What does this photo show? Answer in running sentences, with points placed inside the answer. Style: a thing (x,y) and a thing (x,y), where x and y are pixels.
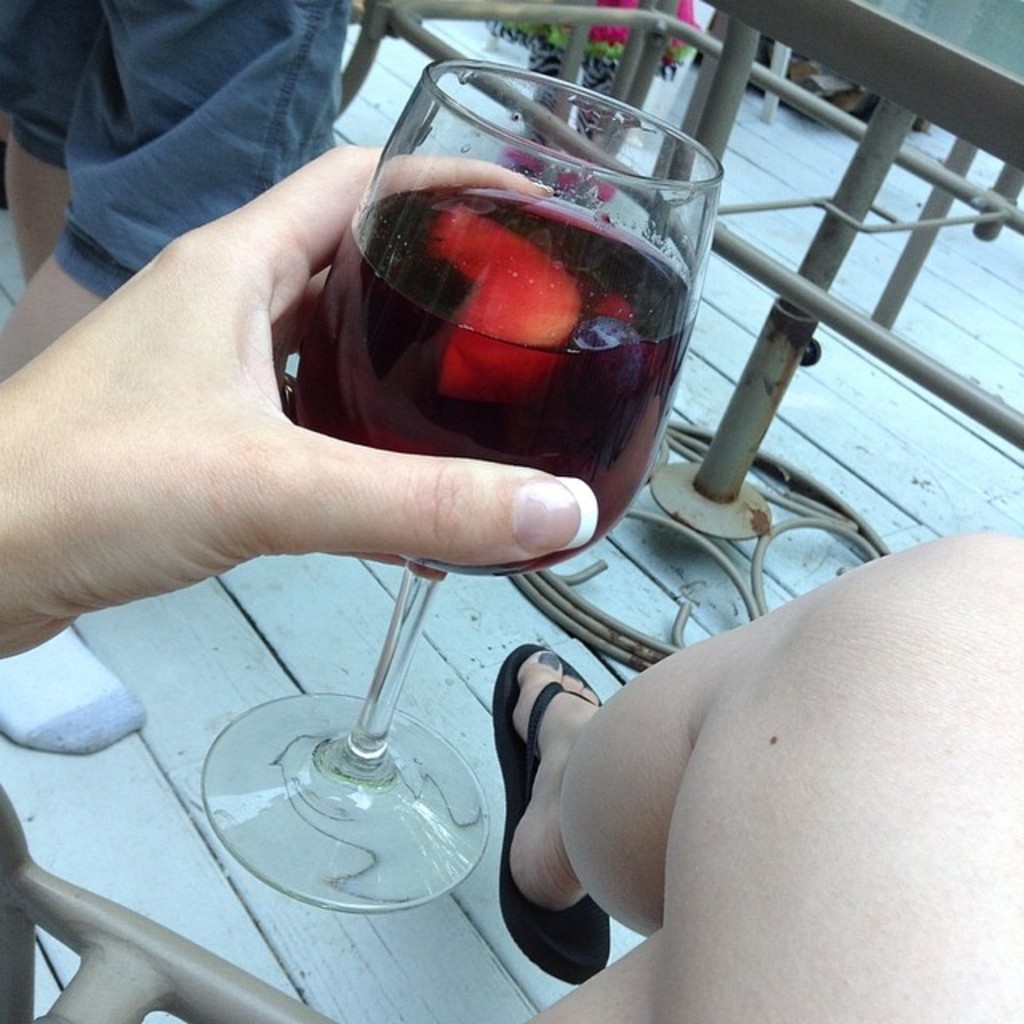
To the left side of the image (284,465) we can see a person's hand (279,393) holding the glass (527,375). To the right side of the image (1005,794) we can see a person's leg (704,754) beside a table (877,163). In the background (147,201) we can see a person (204,163) standing.
